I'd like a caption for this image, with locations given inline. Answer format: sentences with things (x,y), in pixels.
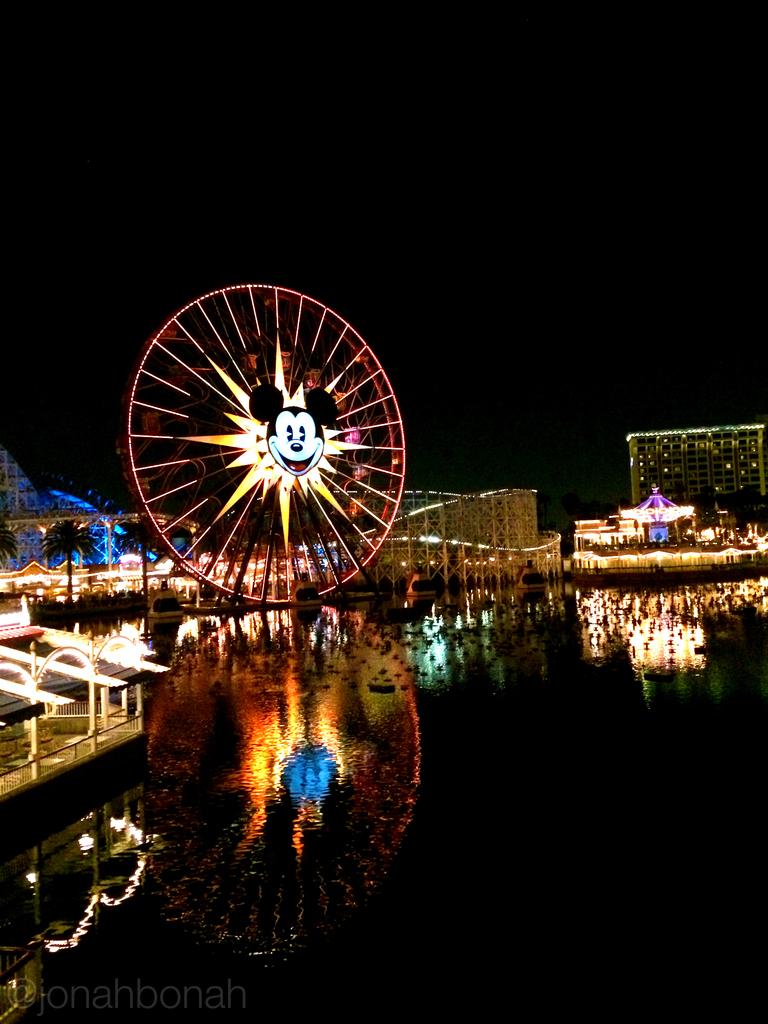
In this image there is water (508,611), Ferris wheel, buildings (735,468), amusement park rides (369,507), trees (67,534), and in the background (523,362) there is sky (419,327) and a watermark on the image.
